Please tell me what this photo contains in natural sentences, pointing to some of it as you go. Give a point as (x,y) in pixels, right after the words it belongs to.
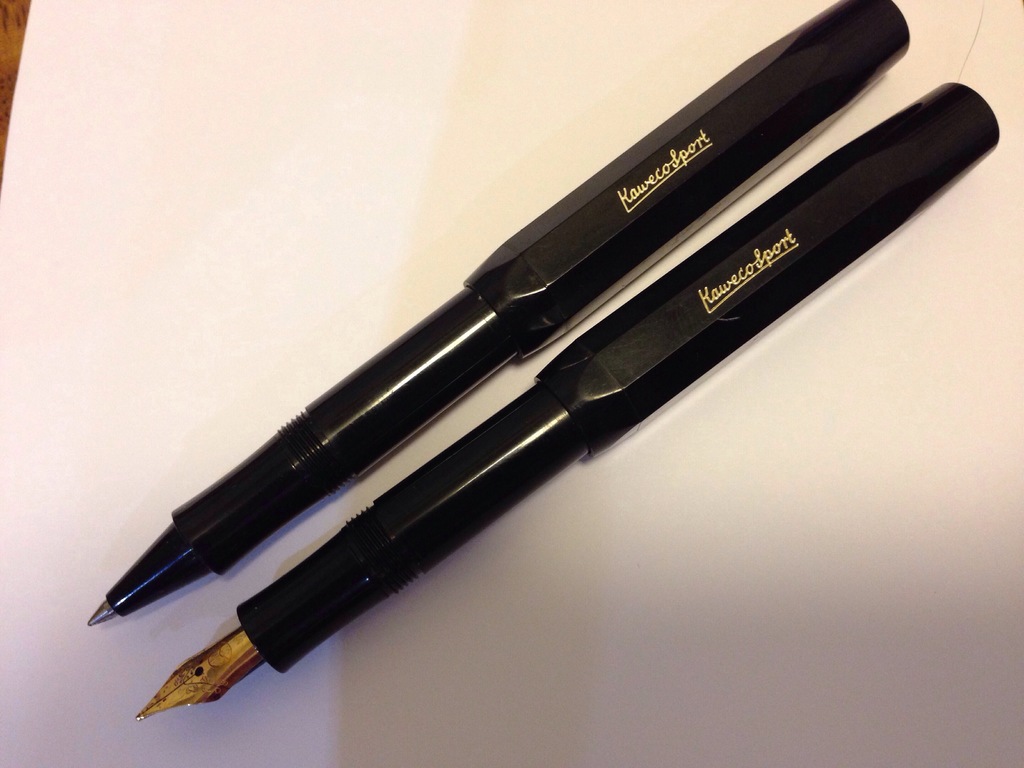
In the center of the image (536,455) there are two pens (974,145) on the paper (310,336).
